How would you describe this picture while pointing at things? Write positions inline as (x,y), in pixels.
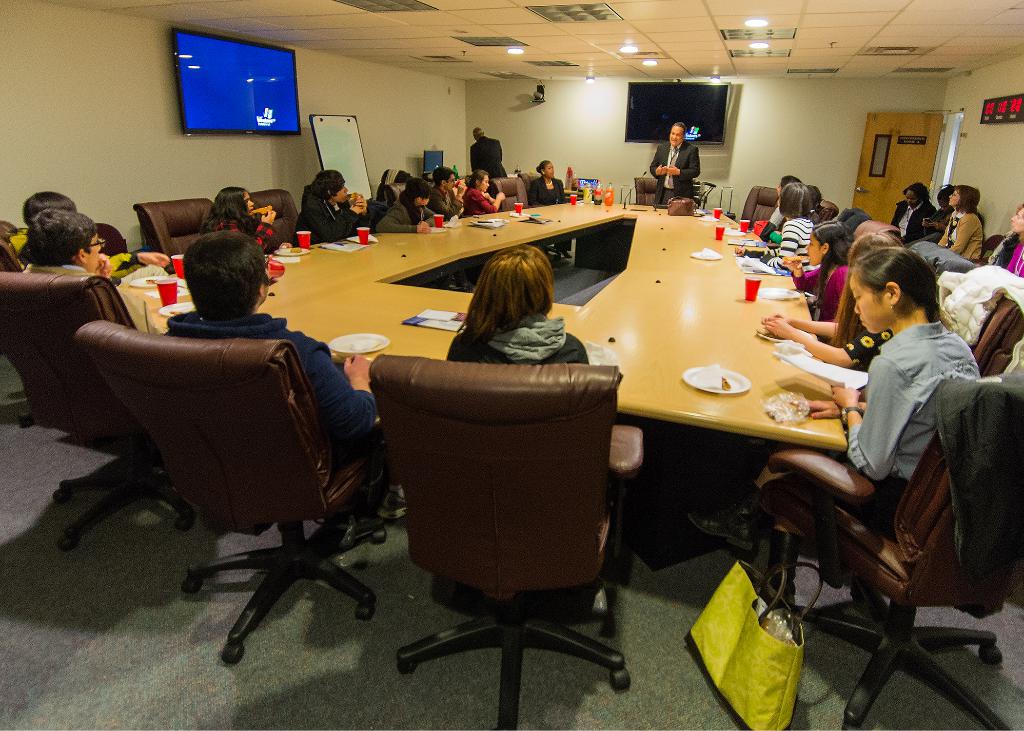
In this picture we can see some persons (882,268) are sitting on the chairs (292,489). This is table (603,269). On the table (396,333) there are plates (705,368), and glasses (274,269). This is floor (703,677) and there is a bag (803,638). On the background (545,146) there is a wall (411,112) and these are the screens (671,100). This is board (338,169) and there are lights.
